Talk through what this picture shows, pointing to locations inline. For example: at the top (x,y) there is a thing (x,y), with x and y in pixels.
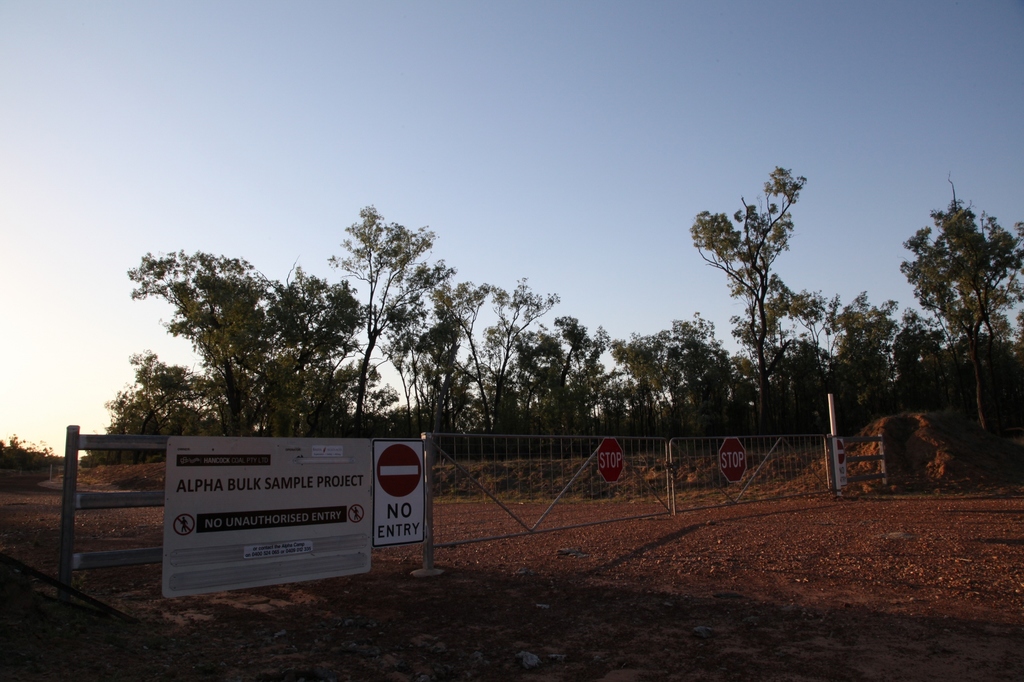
In this image I can see few trees (776,360) and the board (296,515) and few sign boards (421,501) are attached to the fencing (772,482). I can see the sky (635,263).
